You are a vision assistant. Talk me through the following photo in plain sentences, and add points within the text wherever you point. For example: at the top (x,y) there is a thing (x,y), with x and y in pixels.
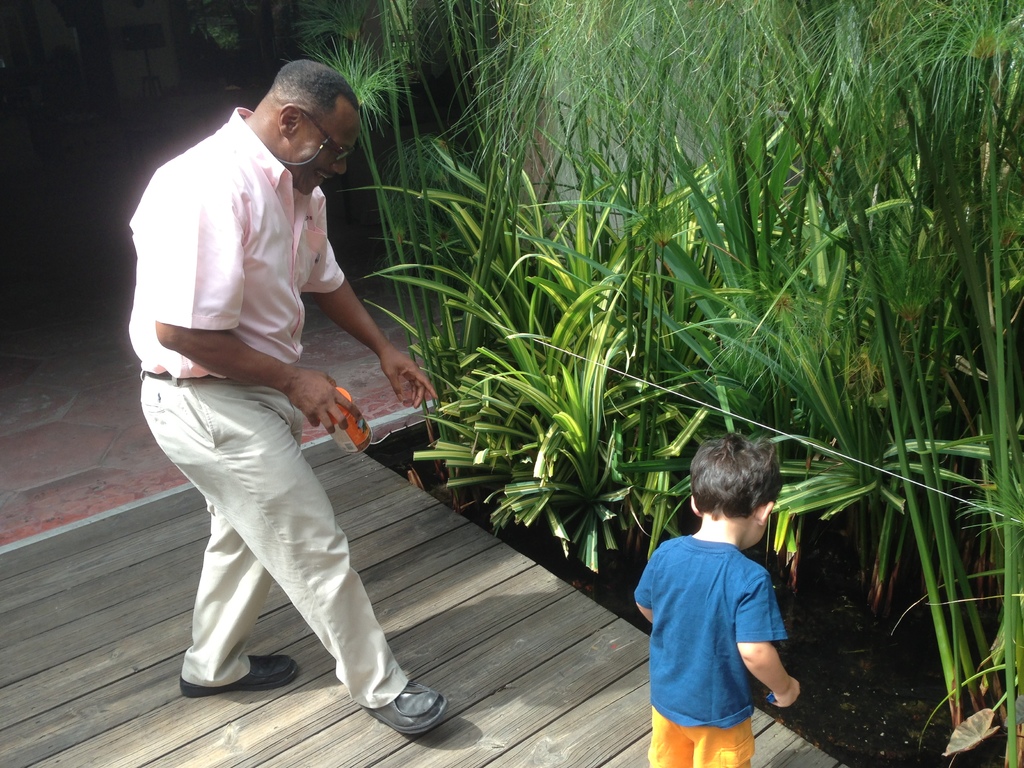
This picture is clicked outside. In the foreground (718,527) there is a kid (705,680) and a man (231,296) standing on the wooden planks (527,659) and we can see the plants (678,288). In the background (2,527) there is a wall (644,171) and the ground (97,430).
